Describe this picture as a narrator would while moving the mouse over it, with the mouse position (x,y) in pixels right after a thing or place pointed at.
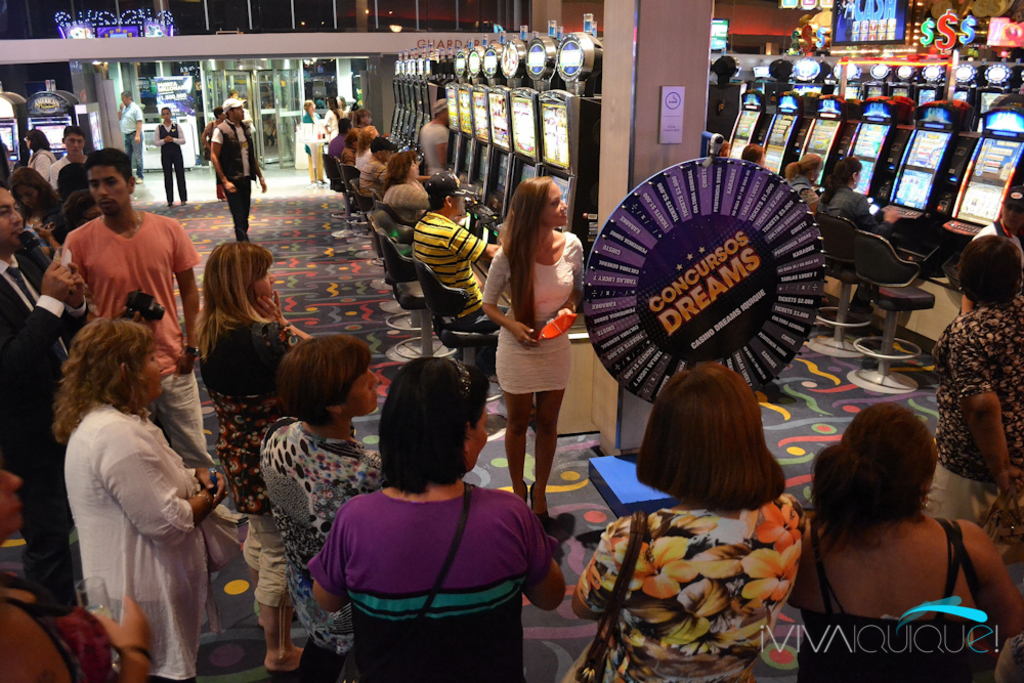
In this picture we can see a few people (502,554) from left to right. A watermark (929,603) is visible in the bottom right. We can see a few people (405,156) sitting on the chair (342,190). There is a circular object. We can see a board (674,132) on a wooden surface (648,103). There are lights (944,26) and other objects (871,29) in the background (967,116).
